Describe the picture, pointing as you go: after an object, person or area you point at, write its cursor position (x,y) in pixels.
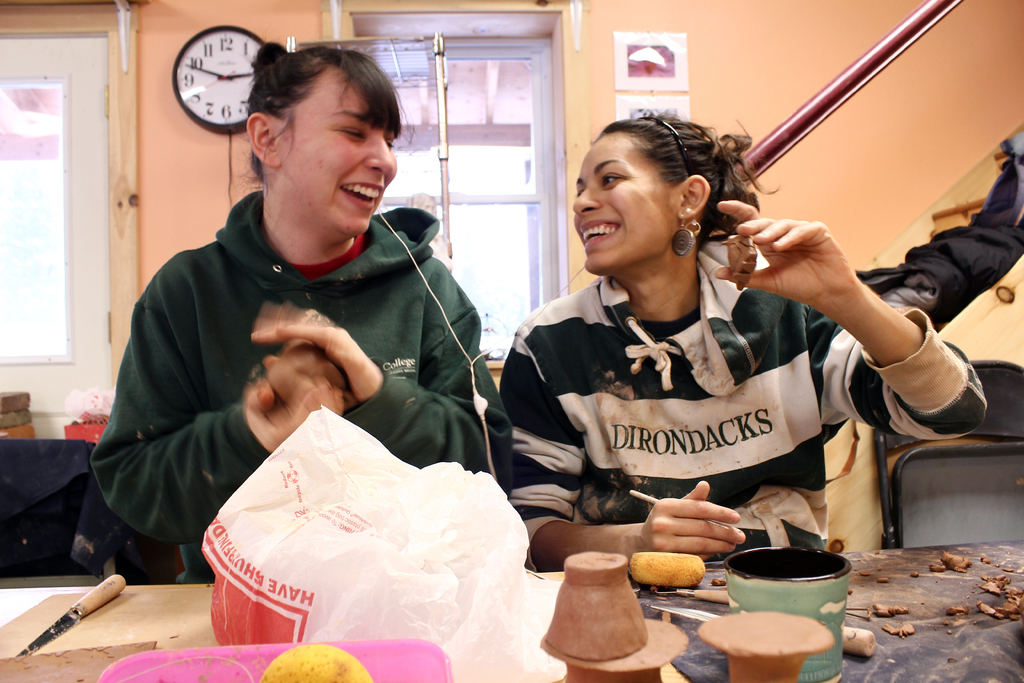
In the center of the image (369,417) there are two ladies (559,490). At the bottom of the image (338,533) there is a table (960,583) on which there are objects (513,578). In the background of the image (842,58) there is a wall (836,43). There are windows (28,88). There is a clock (254,74). There is a poster (647,116). There are staircase (970,183).
